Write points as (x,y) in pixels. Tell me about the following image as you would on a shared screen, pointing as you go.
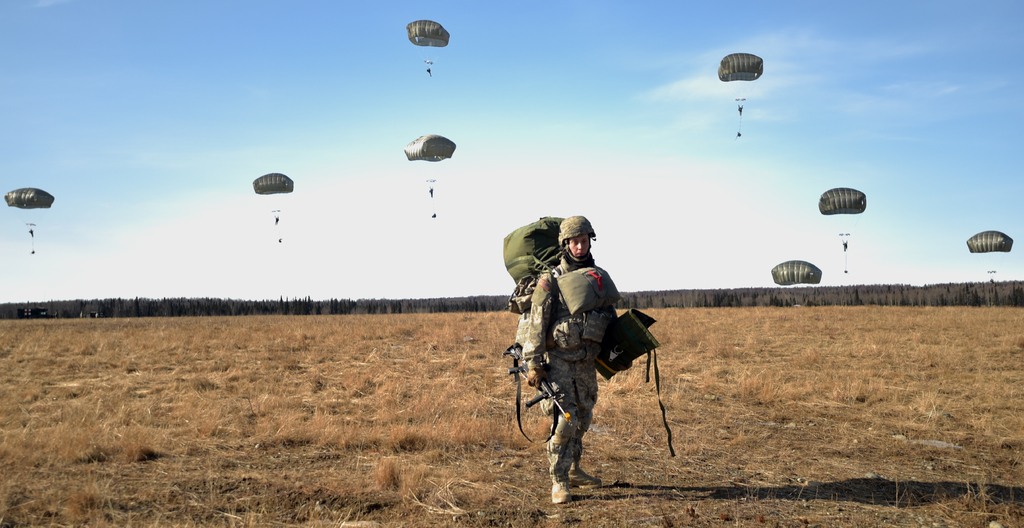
In this picture we can see a person (539,346) carrying a bag (544,272) and holding a gun (569,412) with hand (541,368) and standing on the ground (385,426) and in the background (153,326) we can see trees (716,305), parachutes (440,37), grass (604,455), sky (375,188) with clouds (559,202).
